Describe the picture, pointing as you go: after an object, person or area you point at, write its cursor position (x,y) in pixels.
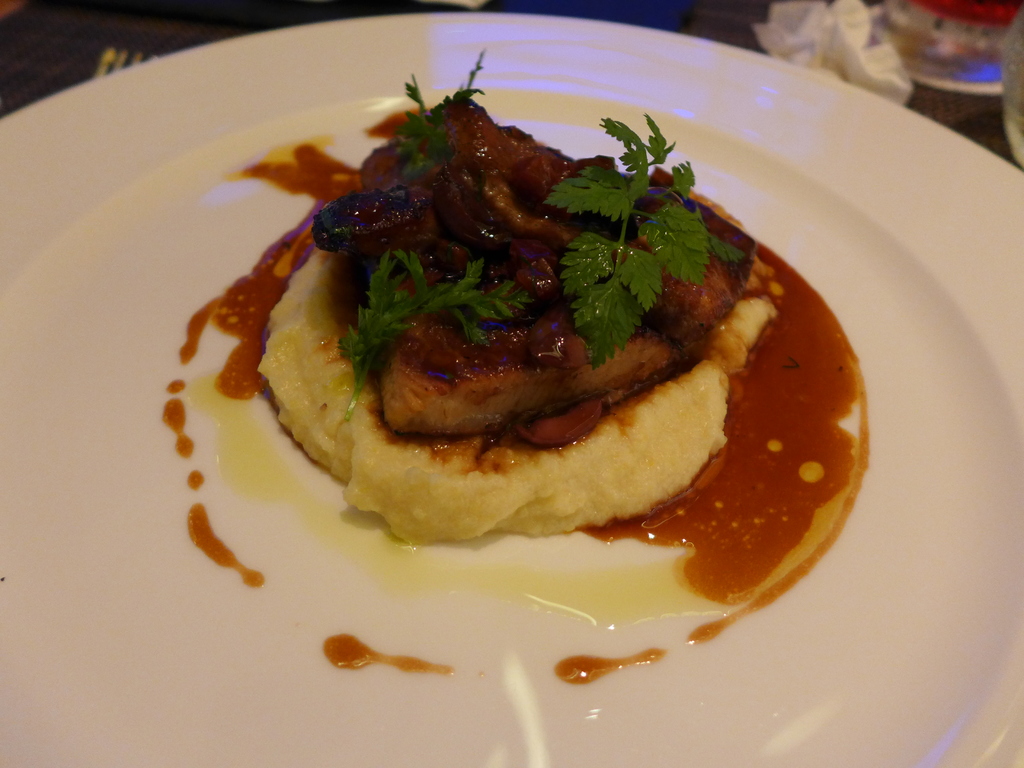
In this image we can see food items (519,219) in plate (278,217).
